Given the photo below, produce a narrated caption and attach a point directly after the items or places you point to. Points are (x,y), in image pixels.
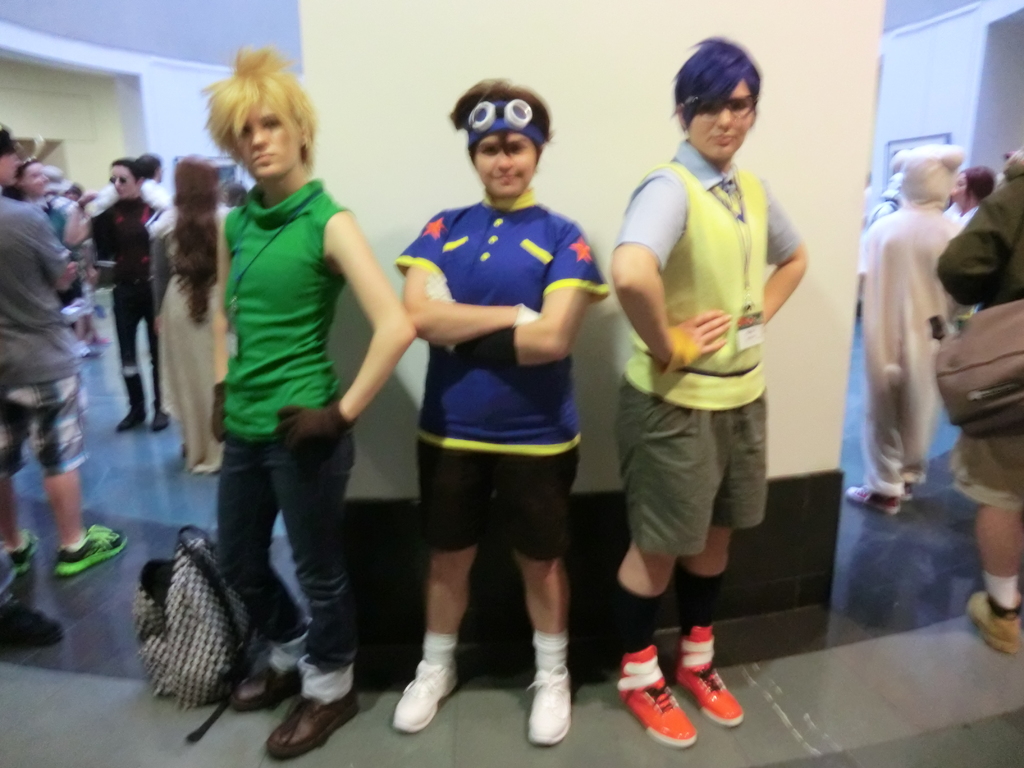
In this image I can see three people (263,301) standing in the center of the image (377,267) and posing for the picture, I can see a pillar (399,47) behind them. I can see a group of people (917,201) on the right (864,381) and left sides of the image.
